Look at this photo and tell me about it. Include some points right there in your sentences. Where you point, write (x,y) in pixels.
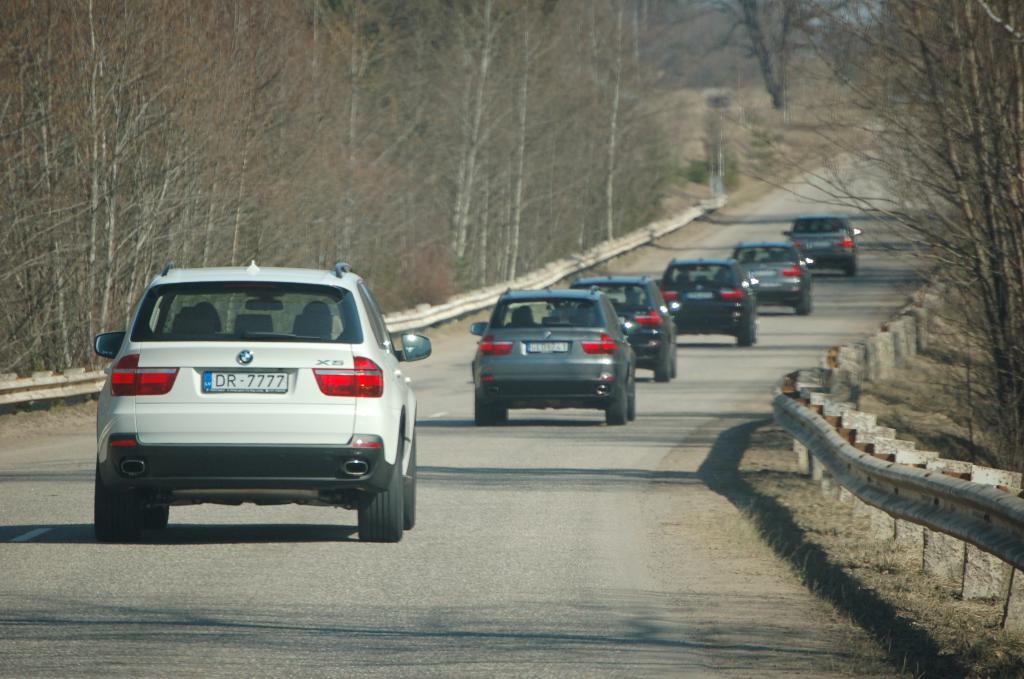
In this image I can see a car (275,373) which is white and black in color on the road (648,390) and few other cars (545,376) on the road (674,397). I can see the railing (567,264) on both sides of the road (644,265) and few trees (466,166) on both side of the road (860,255).
